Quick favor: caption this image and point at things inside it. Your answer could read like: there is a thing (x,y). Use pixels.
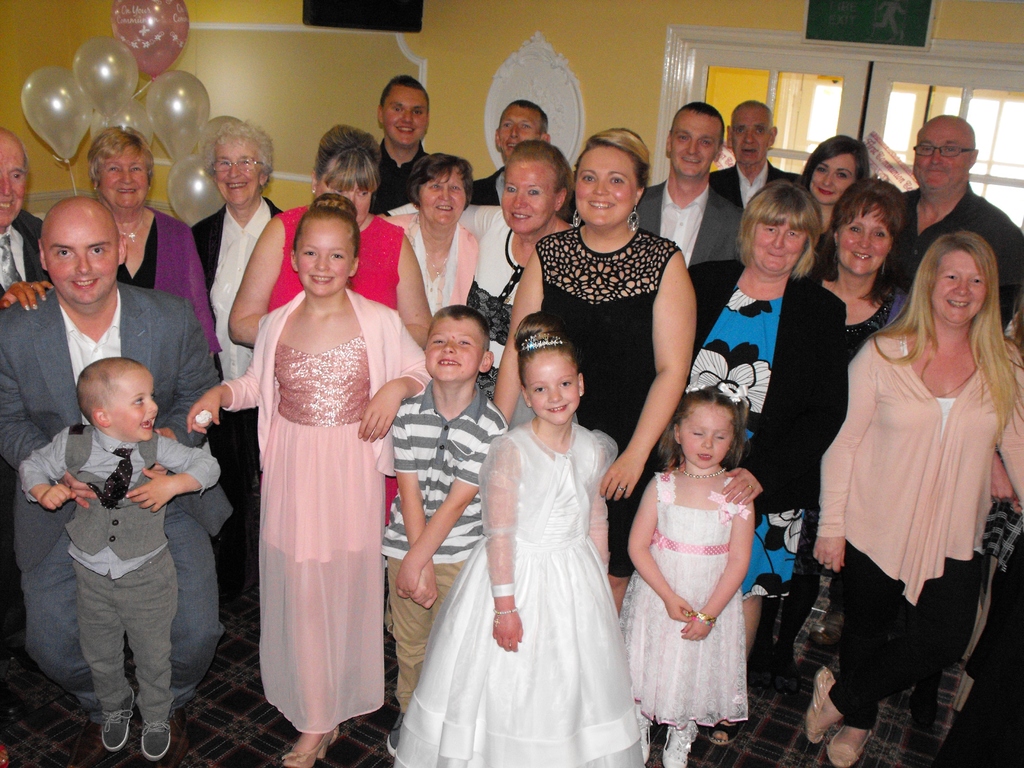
In this image I can see few children (450,444), women (724,320) and men (744,187) are standing on the floor (382,762), smiling and giving pose for the picture. In the background (937,69) there is a window (929,57) to the wall (405,47) and also there are few balloons (103,89). At the top (876,16) there are two frames (391,16) attached to the wall (581,30).
